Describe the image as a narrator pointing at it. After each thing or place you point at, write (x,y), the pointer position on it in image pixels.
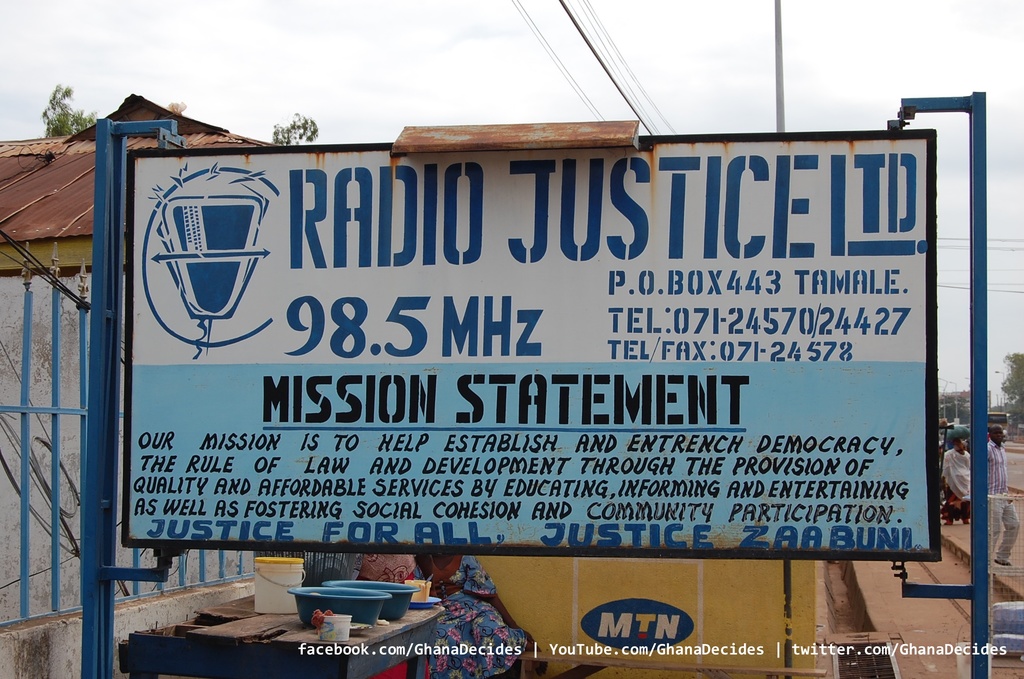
In the middle (394,405) it is a board (598,379) in white and blue color, there is matter (499,385) on it. Behind this there are houses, on the right side (963,491) 2 persons (963,478) are walking. At the top (367,76) it is the sky (338,52).
